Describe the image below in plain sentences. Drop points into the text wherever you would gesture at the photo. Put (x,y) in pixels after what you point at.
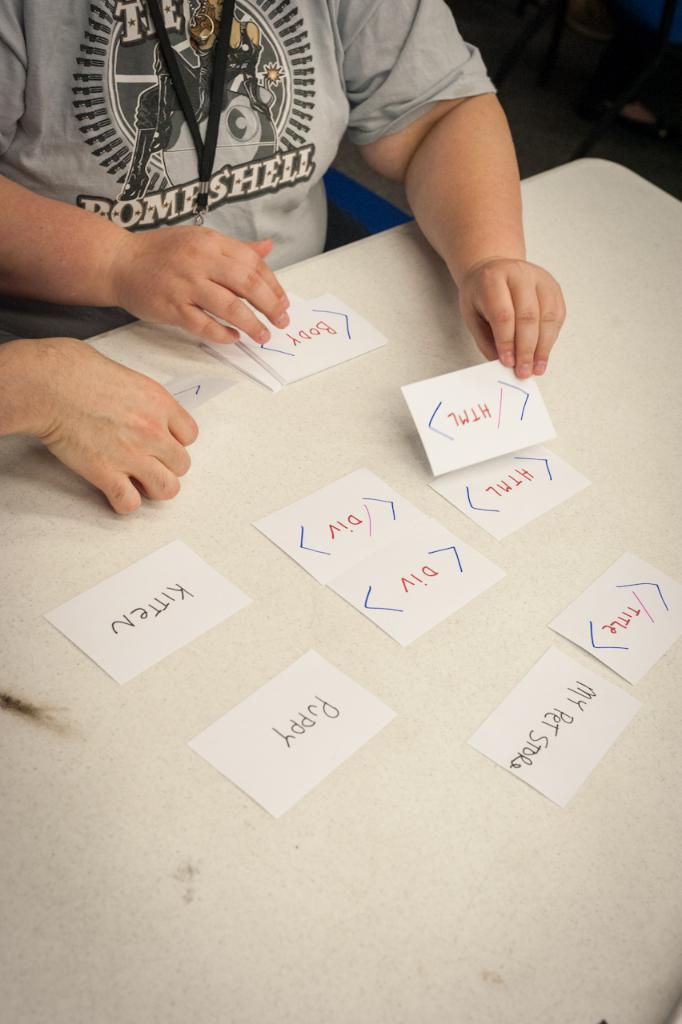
In this image at front (661,724) there is a table (381,677) and on top of the table (93,547) there are papers (326,573) with the text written on it. Behind the table (329,432) there is a person (207,250) sitting on the chair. Beside him there is another person (74,372).
